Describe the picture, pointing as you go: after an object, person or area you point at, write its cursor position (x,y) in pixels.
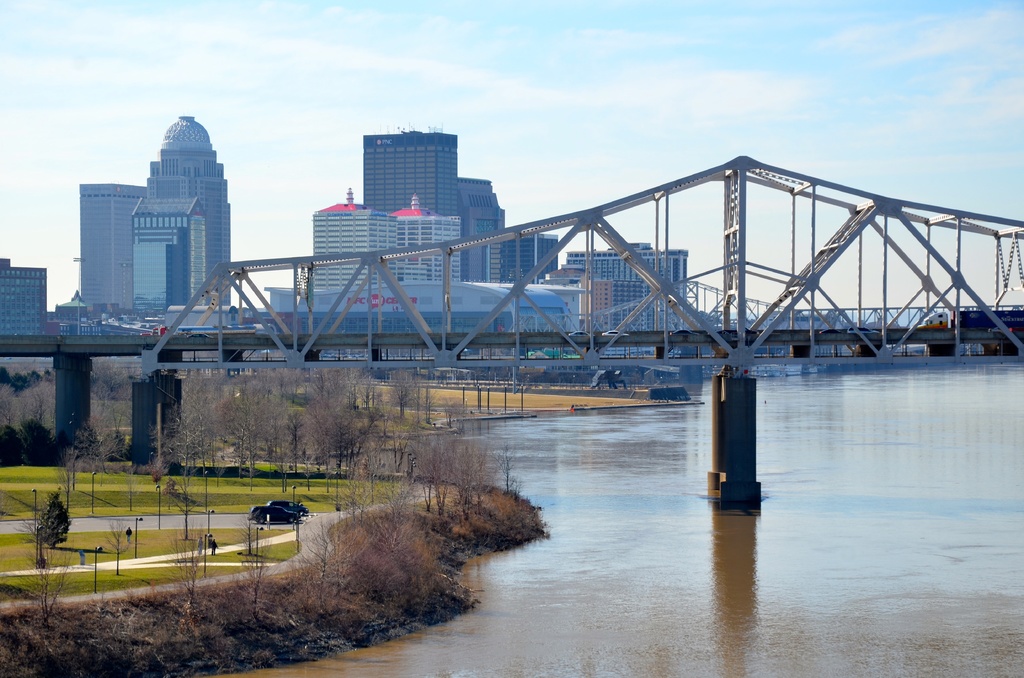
In this picture we can see a bridge (931,282), water (765,382), poles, trees (274,428), buildings (202,209) and cars (287,503) on the road (179,518) and in the background (70,220) we can see the sky (482,96) with clouds (133,74).
